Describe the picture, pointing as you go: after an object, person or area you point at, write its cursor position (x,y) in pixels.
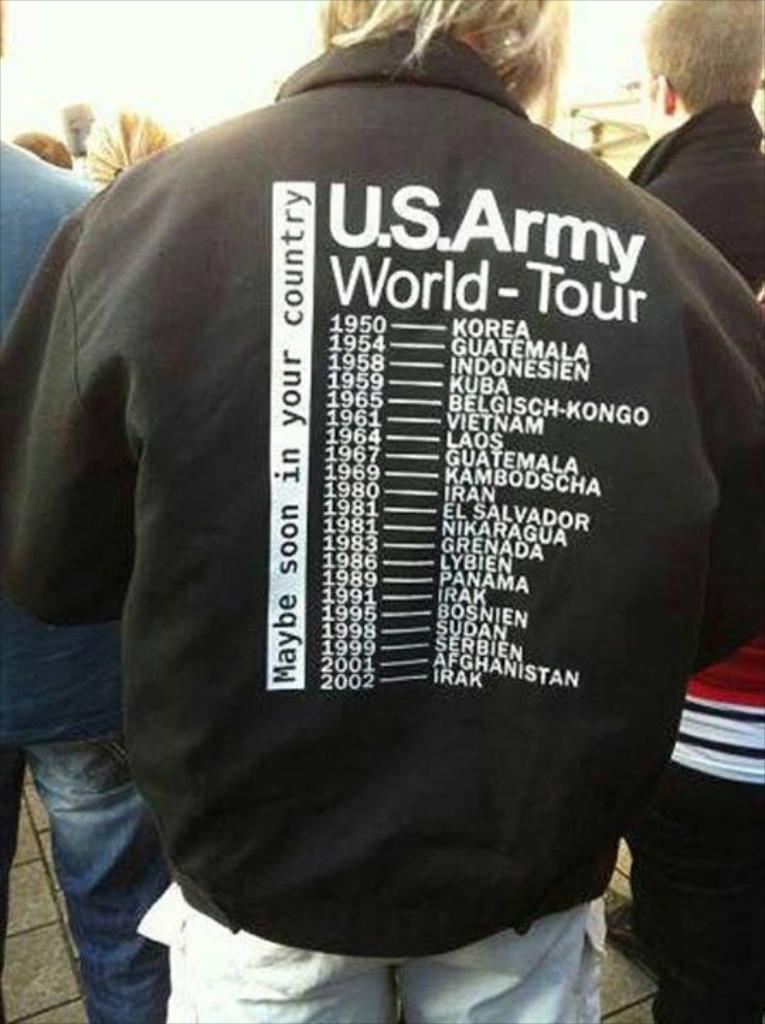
As we can see in the image there are few people (333,361) here and there. The man (385,400) in the front (460,624) is wearing black color jacket (399,510) and at the top (131,49) there is a sky (127,35).
